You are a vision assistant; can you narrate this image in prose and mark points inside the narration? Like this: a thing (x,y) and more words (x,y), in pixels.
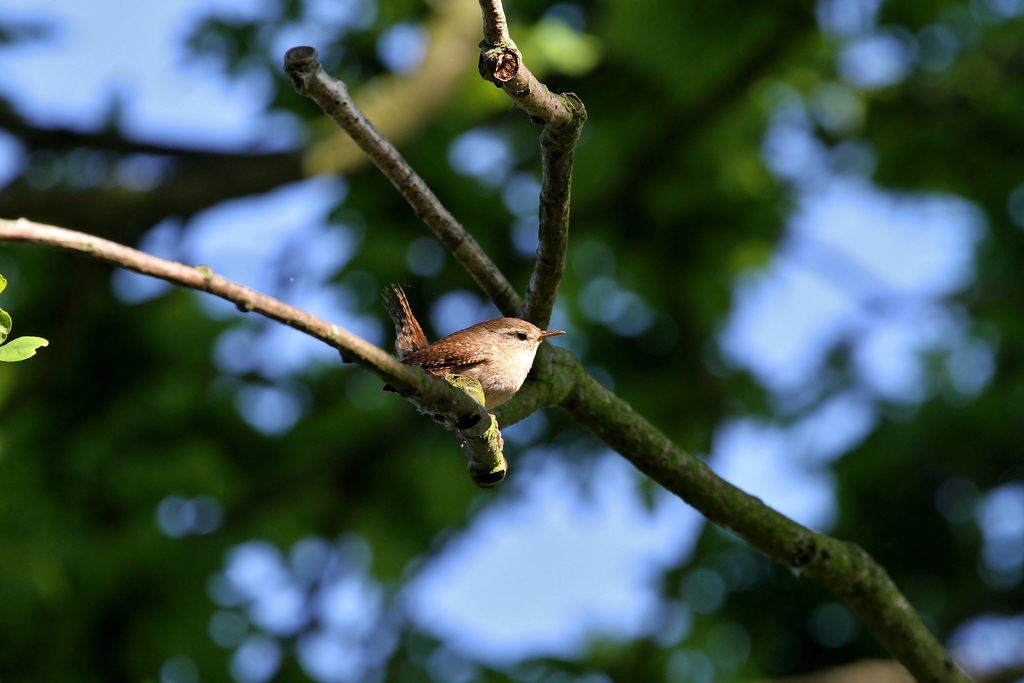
In this image, in the middle (499,399), we can see a bird (440,362) standing on the tree stem (485,411). On the left side (21,354), we can see leaves (20,340). In the background (711,199), we can see green color and white color.
